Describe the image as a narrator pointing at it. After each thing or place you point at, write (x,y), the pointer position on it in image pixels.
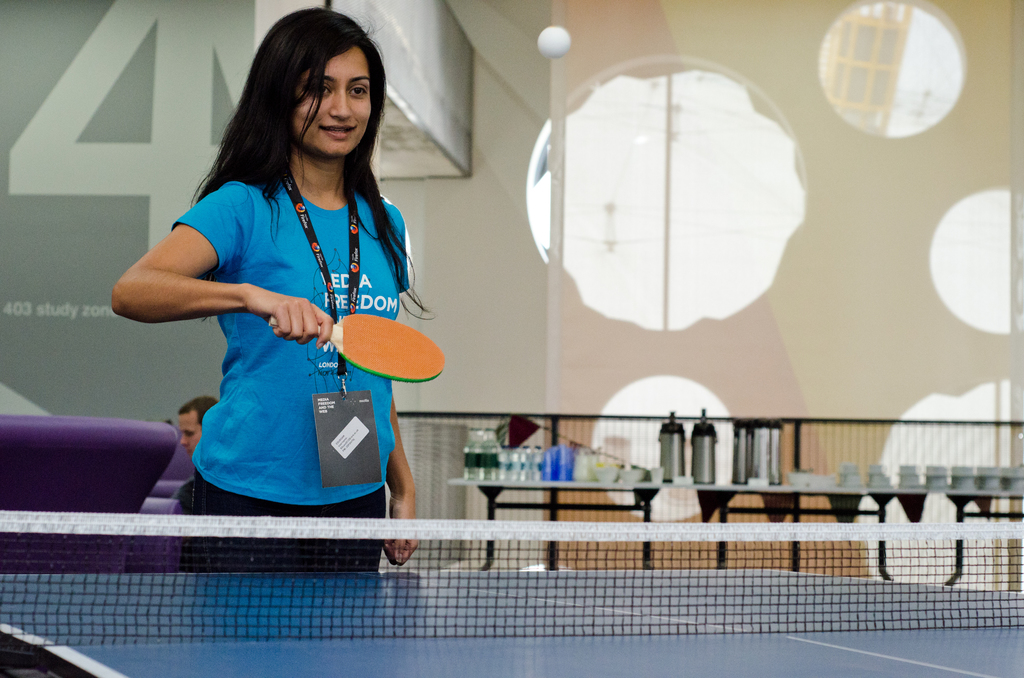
This image is taken in indoors. In this image there are two people (236,397), a woman (277,387) and a man (195,409). In the background (394,200) there is a wall (93,195) with text (49,150) on it. In the right side of the image (707,465) there is a table (690,486) with many things (684,448) on it. In the bottom of the image (491,641) there is a table tennis table (261,625) with net (298,613). In the middle of the image (361,308) a woman (266,213) is standing and playing table tennis.
